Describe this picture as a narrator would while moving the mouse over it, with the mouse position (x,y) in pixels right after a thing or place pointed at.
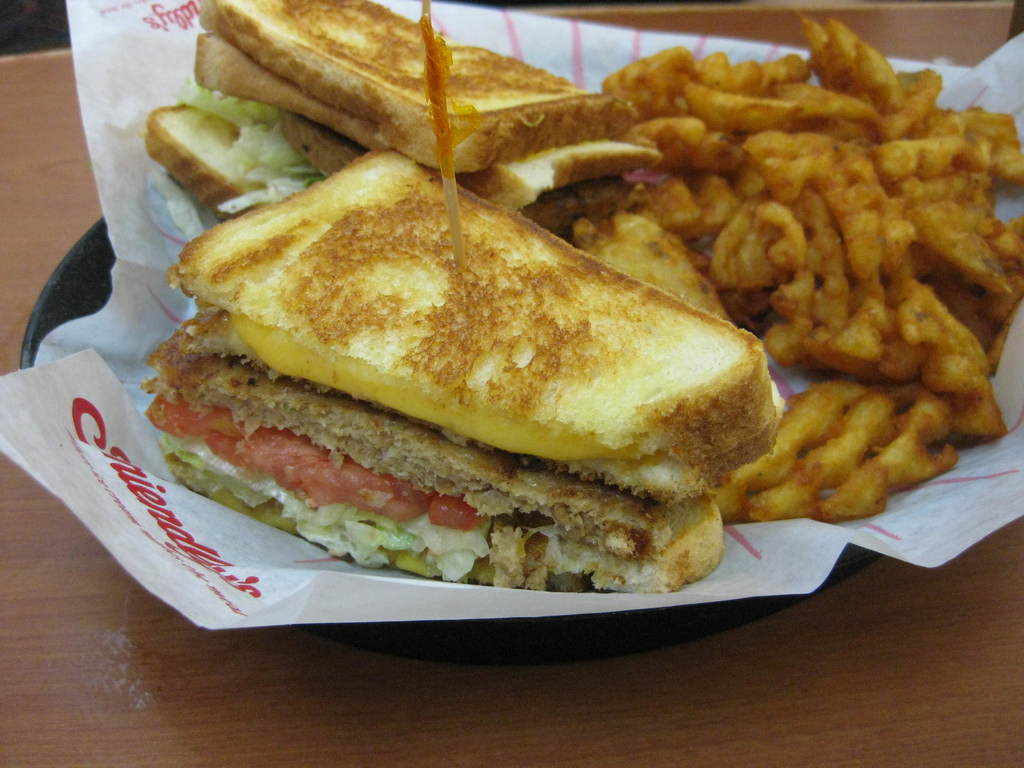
In this picture we can see food items (362,396) and a paper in the plate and this plate (364,626) is placed on the wooden platform (269,672).
